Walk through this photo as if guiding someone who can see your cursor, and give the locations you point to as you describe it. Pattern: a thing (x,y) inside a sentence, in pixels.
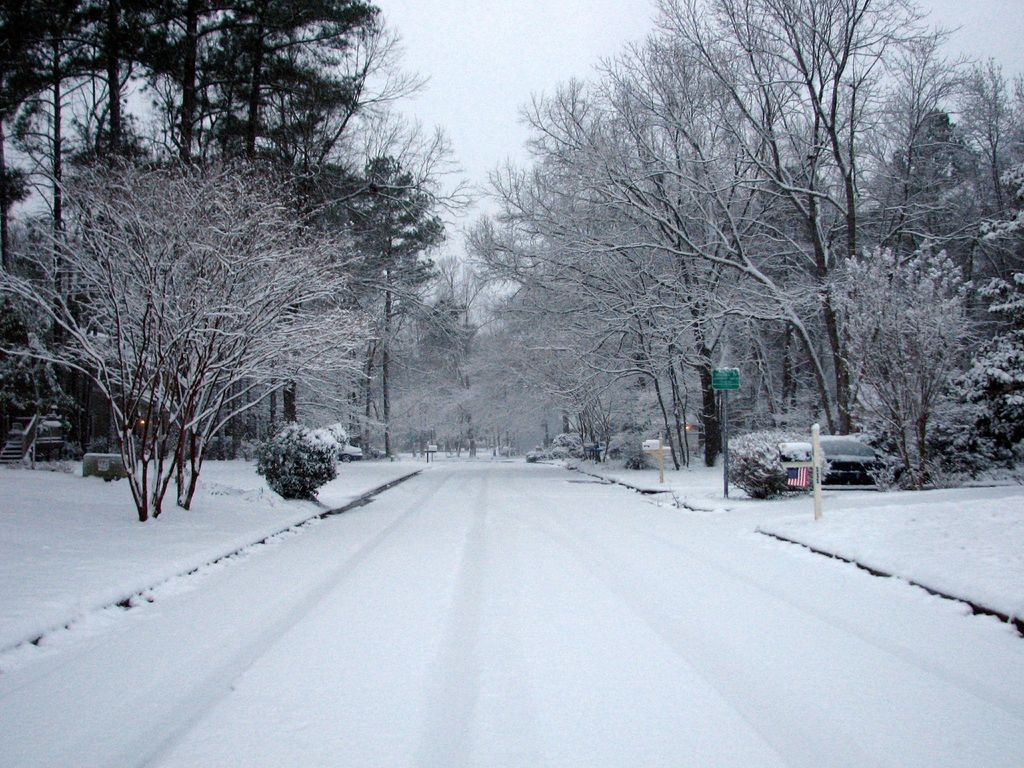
In front of the image there is empty road (447,560), on the either side of the road (498,624) there are trees (527,419) and there are cars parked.
